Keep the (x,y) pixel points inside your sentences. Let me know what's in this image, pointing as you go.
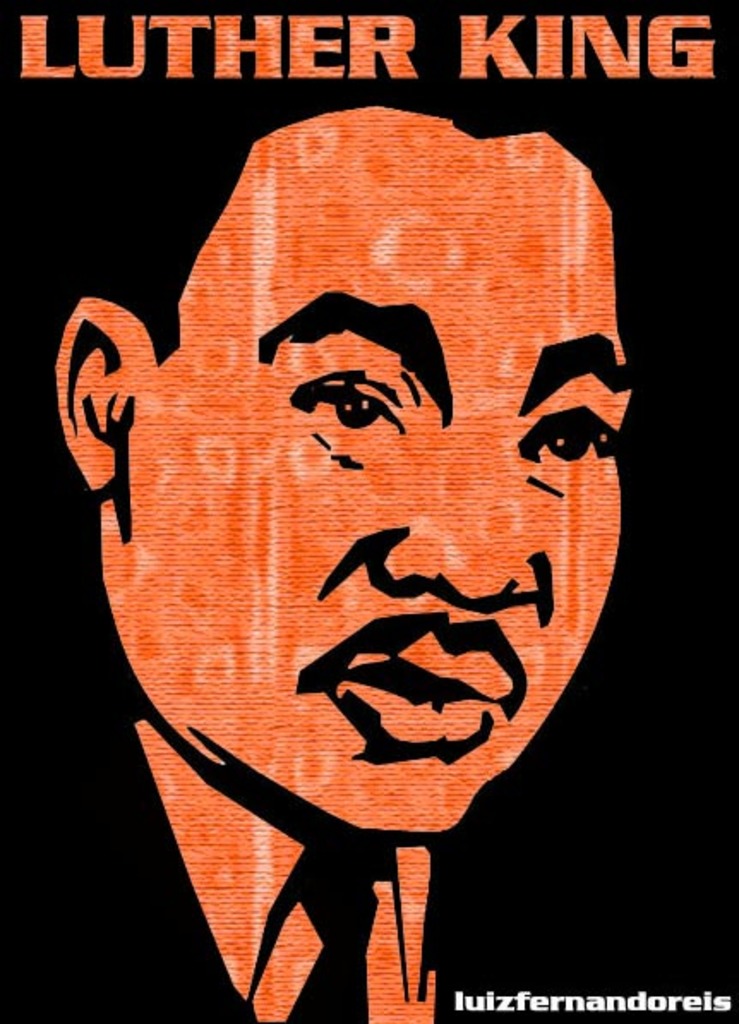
We can see poster (385,802) of a person (300,265) and something written on this poster (553,966).
